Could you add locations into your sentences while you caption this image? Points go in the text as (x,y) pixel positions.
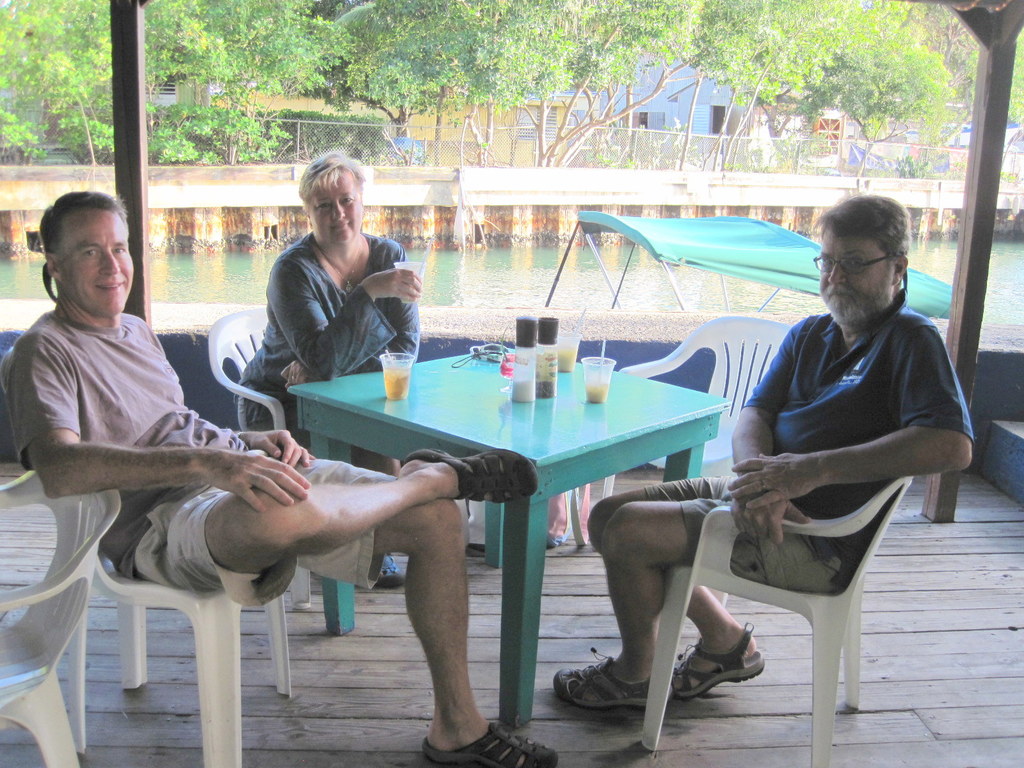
There are persons (297,245) in different color dresses (137,326) sitting on white color chairs (865,521) around a table (532,451) on which, there are glasses (569,361), bottles (528,332) and other objects (511,360). In the background (470,267), there is water pond (499,269), there are trees (83,46) and there are buildings (679,101).
